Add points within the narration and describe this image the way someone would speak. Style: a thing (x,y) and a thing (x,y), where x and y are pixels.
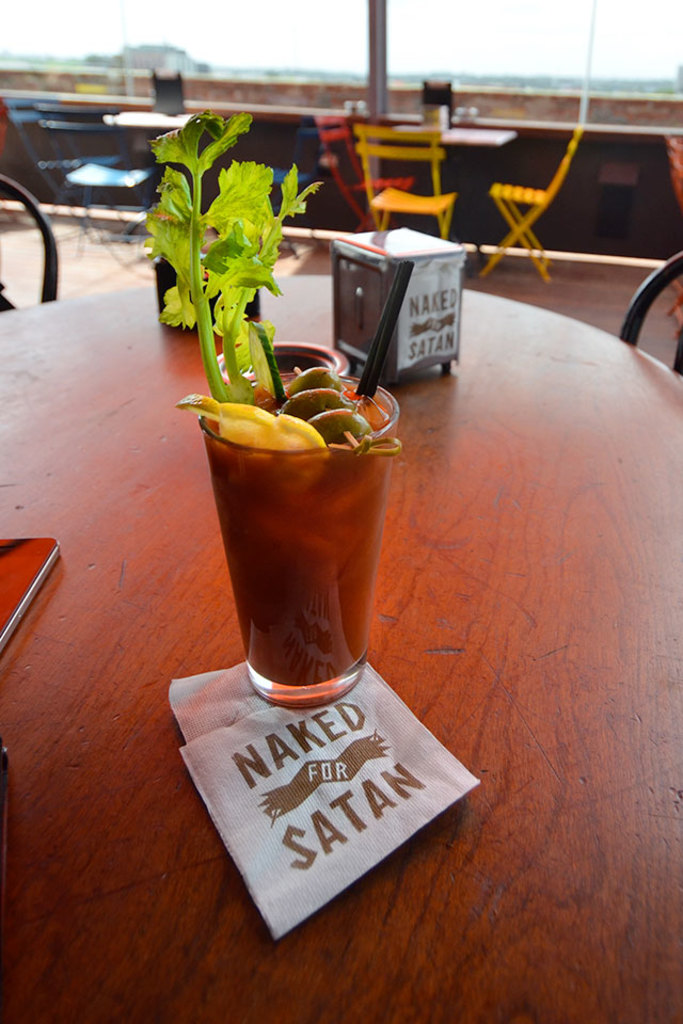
In this picture we can see some table (523,514), chairs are arranged, on the table (182,504) we can see a drink (301,549) and papers (281,775).
